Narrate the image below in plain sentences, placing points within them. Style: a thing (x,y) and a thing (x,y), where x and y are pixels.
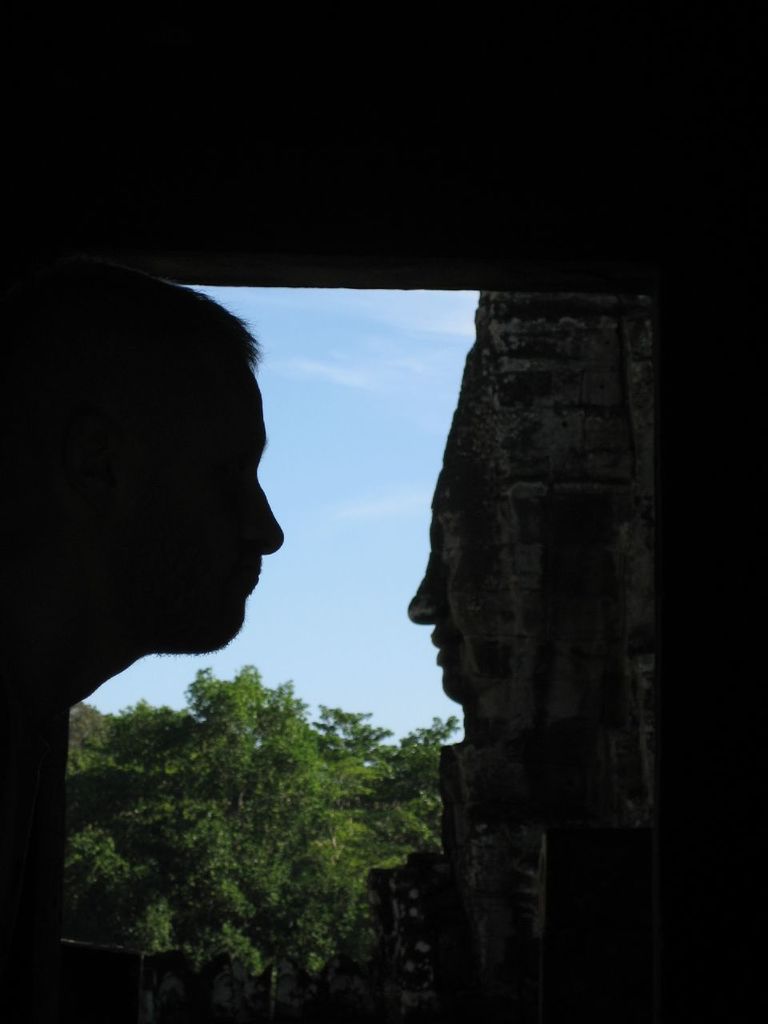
On the left side of the image (154,495), we can see a person's head (134,467). On the right side (529,656), there is a stone carving (511,515). Background there are few trees (350,757) and sky (307,539).
